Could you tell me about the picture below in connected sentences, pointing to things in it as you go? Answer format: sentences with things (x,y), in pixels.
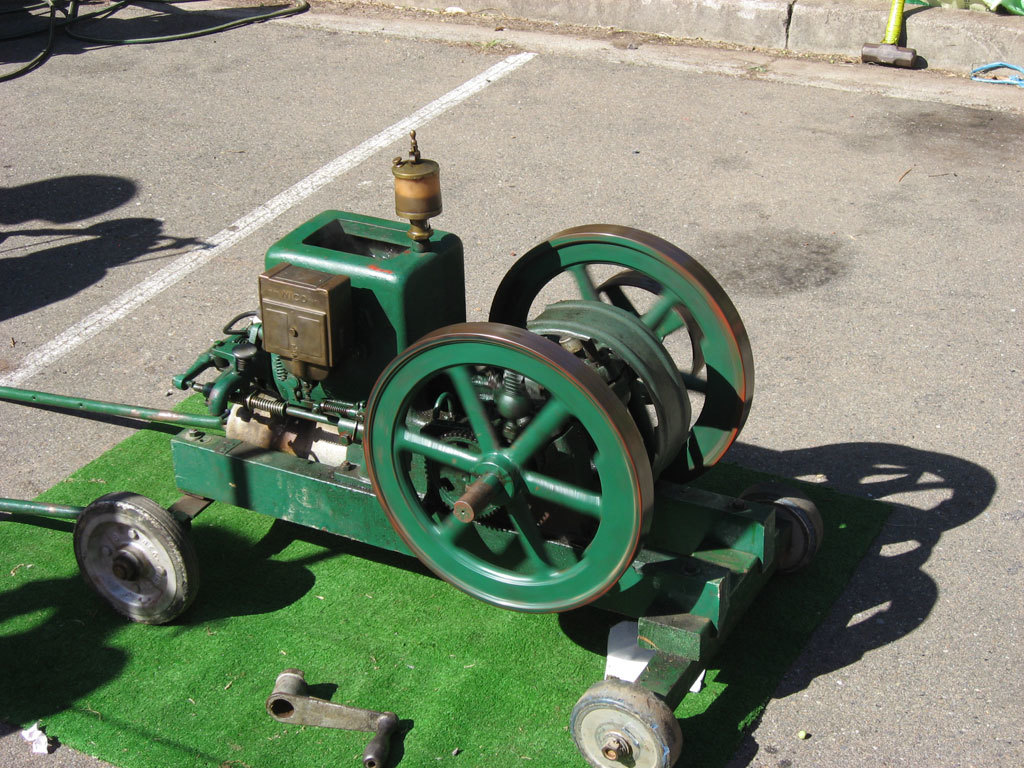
In this image, we can see some machine (361,520) with wheels (108,566) are placed on the green mat (435,708). Here there is a road (453,116) with white line (251,217). Top of the image (873,48), we can see a tool (888,48).
